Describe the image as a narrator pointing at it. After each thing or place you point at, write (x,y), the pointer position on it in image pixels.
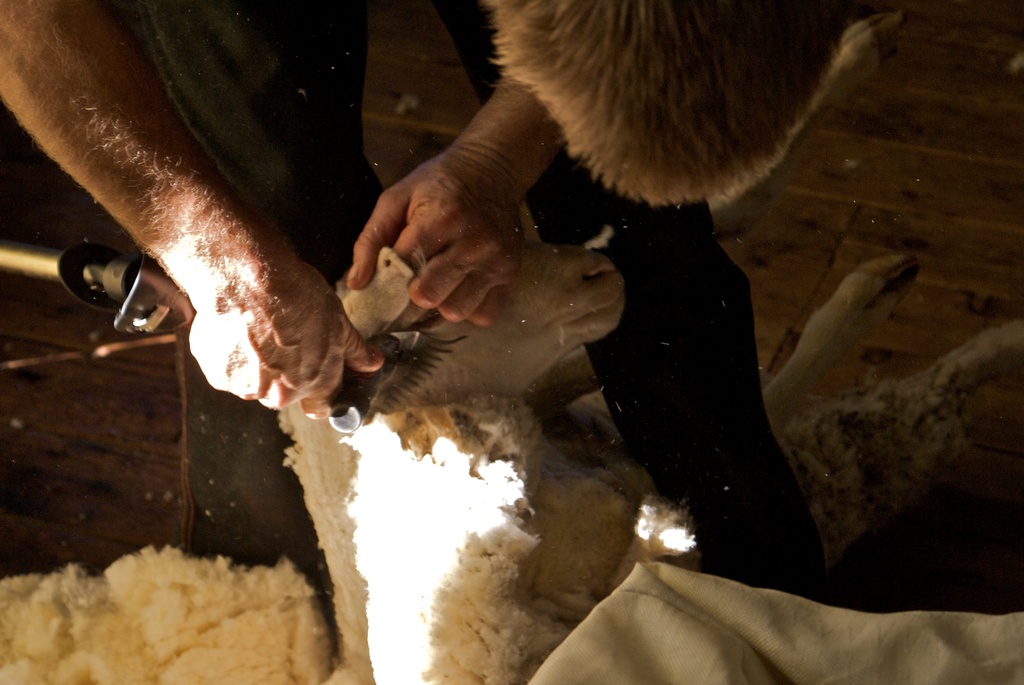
In this image we can see a person (642,347) removing the hair (414,421) of a sheep (474,479).
